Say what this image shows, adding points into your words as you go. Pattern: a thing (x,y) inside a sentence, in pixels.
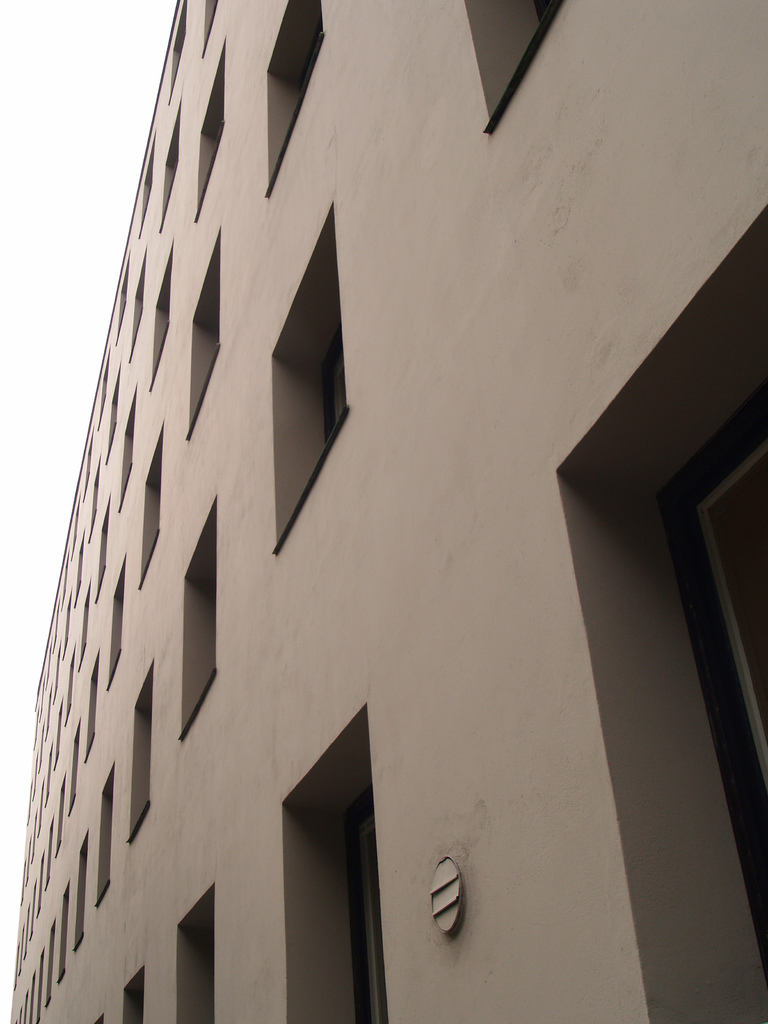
In this picture I can observe building (157,596) in the middle of the picture (315,496). There are windows (208,374) in this building (153,482). In the background (47,278) I can observe sky (69,216).
